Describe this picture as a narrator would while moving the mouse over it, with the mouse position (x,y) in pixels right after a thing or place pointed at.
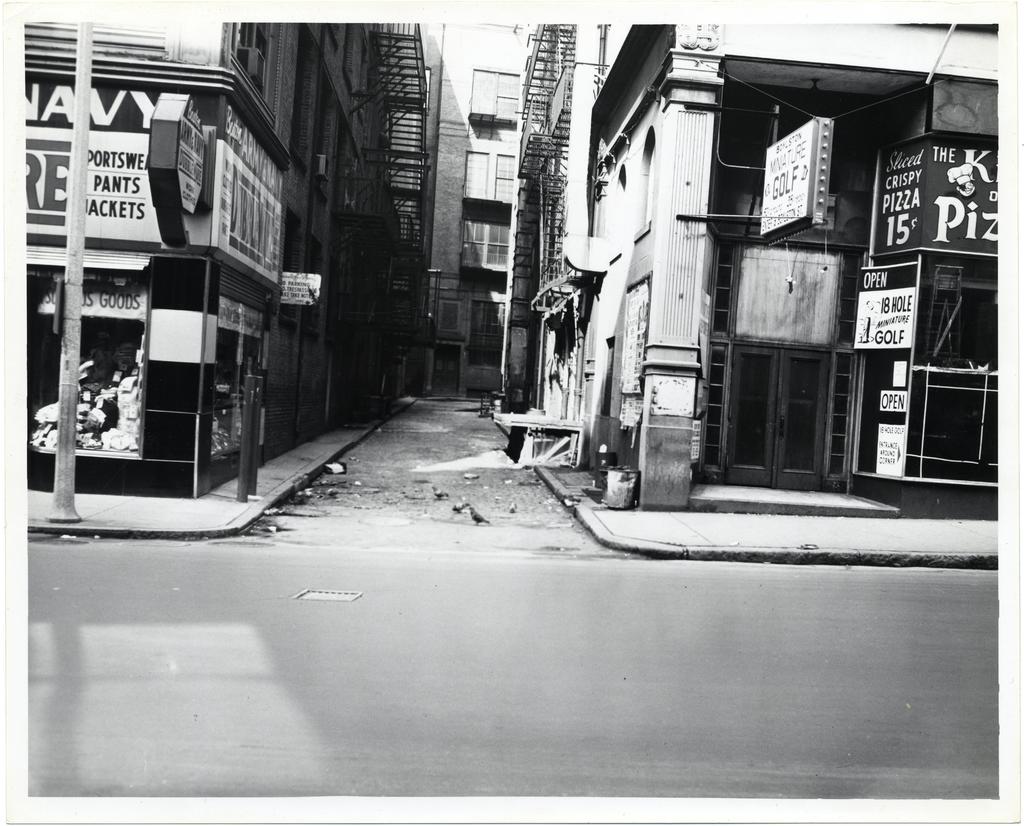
In the image we can see there are buildings (665,284) and there are hoardings (774,171) on the buildings (706,291). There is an iron pole (64,491) on the footpath (259,493) and there is road (473,662). The image is in black and white colour.
